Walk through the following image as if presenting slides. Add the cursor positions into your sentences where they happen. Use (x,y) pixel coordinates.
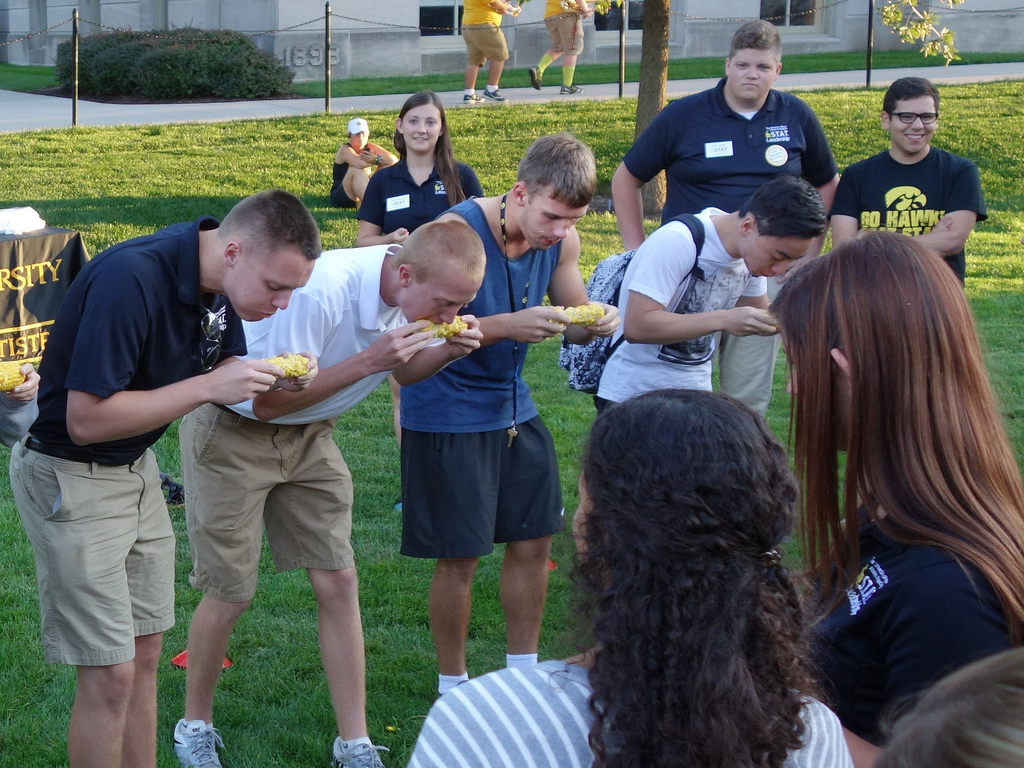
In the picture we can see some people (110,526) are standing and bending and having something and around them, some people (893,535) are standing and watching them and in the background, we can see a railing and behind it, we can see a path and two people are walking on it and behind them we can see a building wall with windows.
